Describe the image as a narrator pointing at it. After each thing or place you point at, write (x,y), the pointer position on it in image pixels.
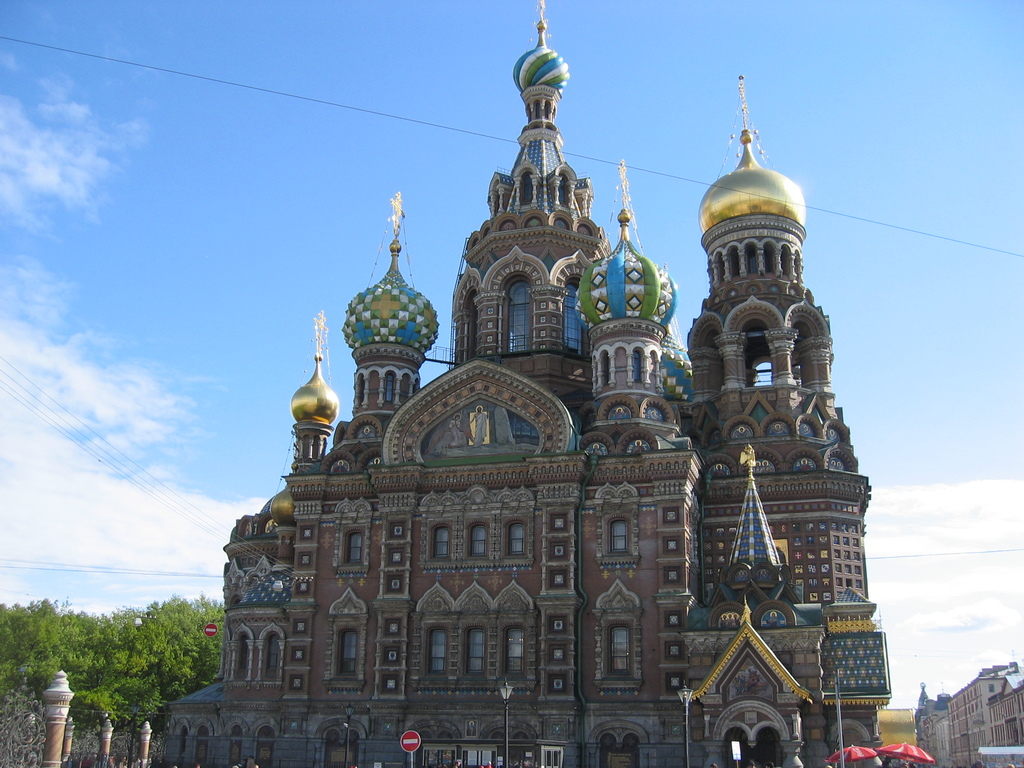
In this image there is the sky (290,104) towards the top of the image (385,178), there are clouds (138,385), there are wires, there is a tree (114,646) towards the left of the image (97,642), there is a building (956,708) towards the right of the image (992,727), there is a building (595,535) towards the bottom of the image (563,615), there are windows (444,532), there are pillars (103,747) towards the bottom of the image (55,749), there are poles (684,758) towards the bottom of the image (506,762), there are street lights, there is a board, there is an umbrella (896,748).
